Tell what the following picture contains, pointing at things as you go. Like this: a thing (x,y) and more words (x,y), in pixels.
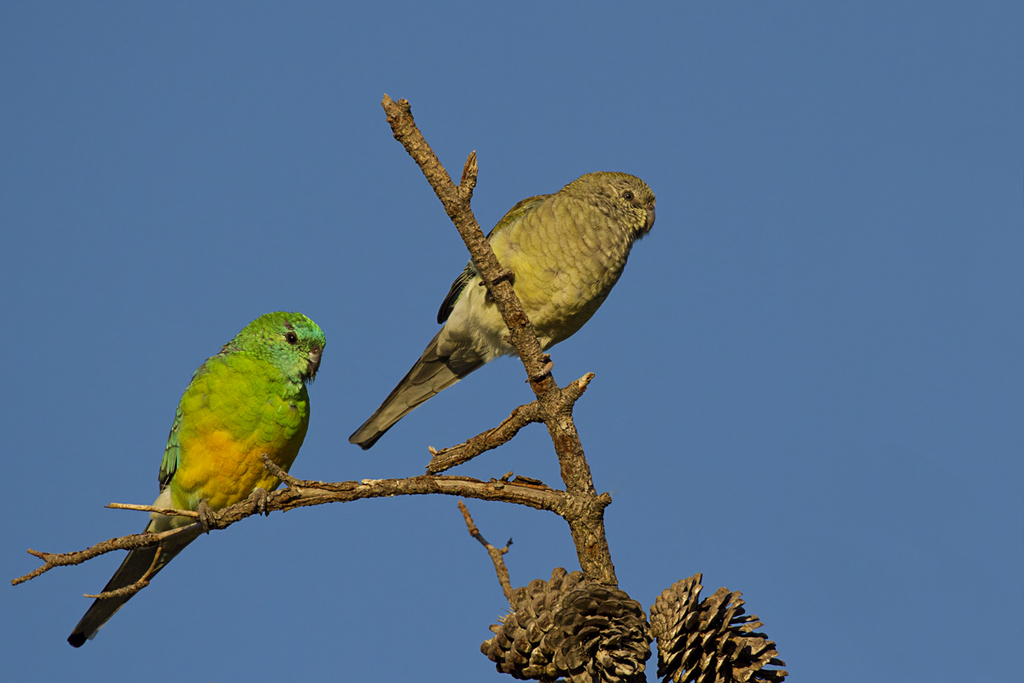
In this image there are two birds (440,370) on a branch (565,508), the background (509,510) there is blue sky (539,511).
